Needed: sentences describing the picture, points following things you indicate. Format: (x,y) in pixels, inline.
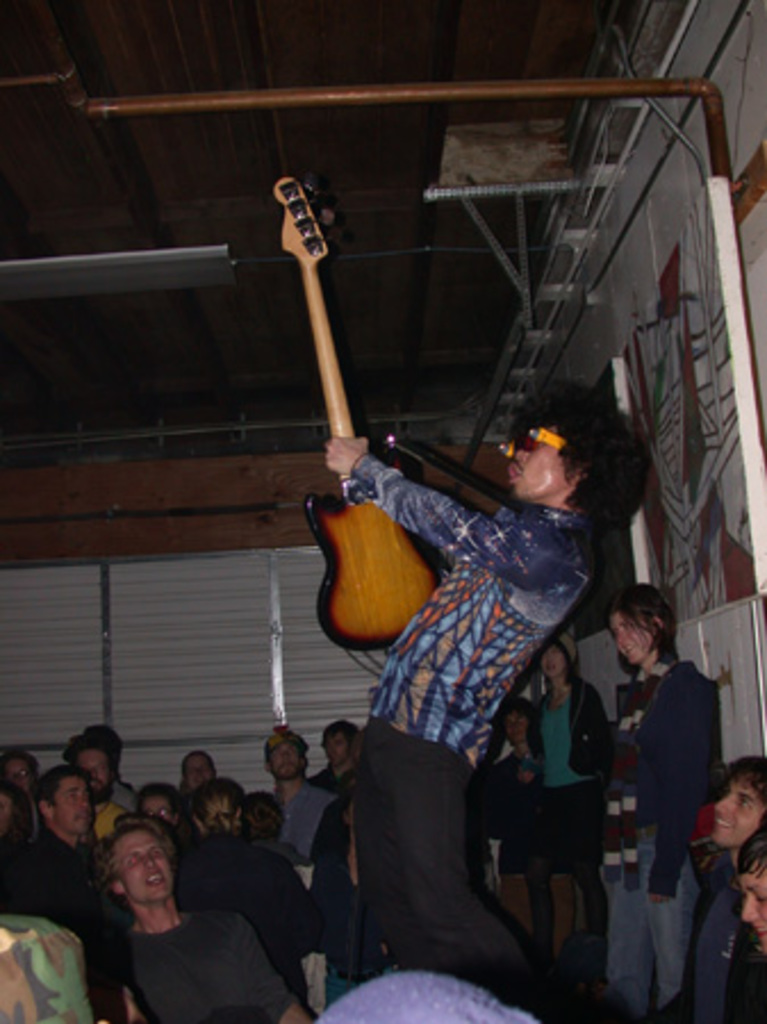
This is a picture in a room (749,487), there are multiple persons (246,836) the man (396,816) standing were playing the guitar (334,407) and the other persons (239,848) were watching the performance of this person (461,604).
